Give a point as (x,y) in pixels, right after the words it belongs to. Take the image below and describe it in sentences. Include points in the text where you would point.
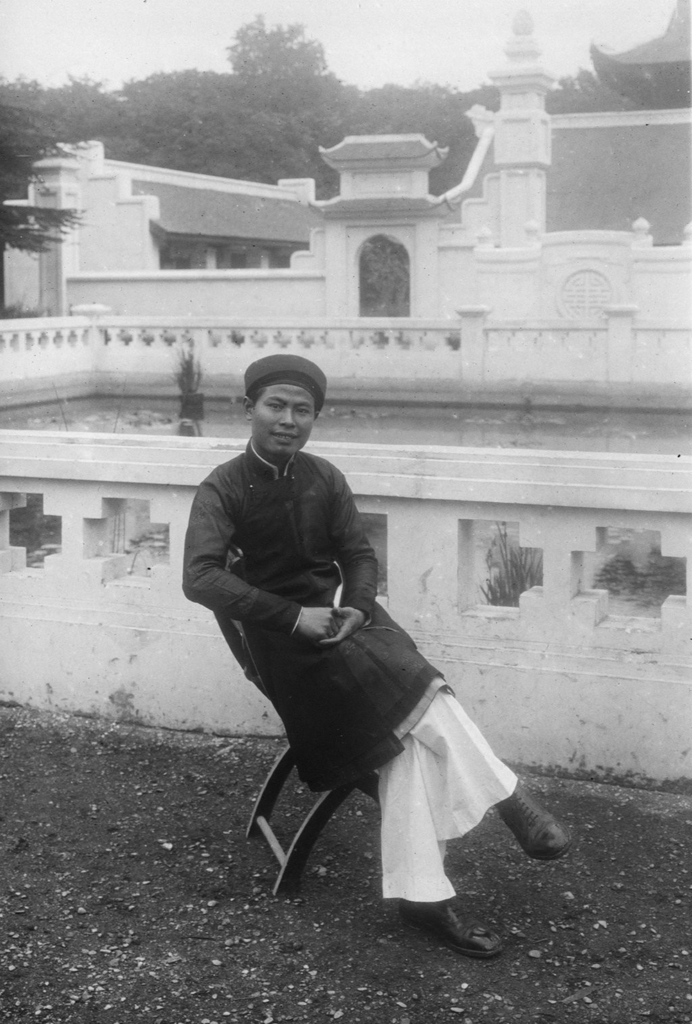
In this picture we can observe a man (291,524) sitting in the chair (282,774). We can observe white color walls (92,487). In the background (282,112) are trees (165,96) and a sky (382,54). This is a black and white image.
